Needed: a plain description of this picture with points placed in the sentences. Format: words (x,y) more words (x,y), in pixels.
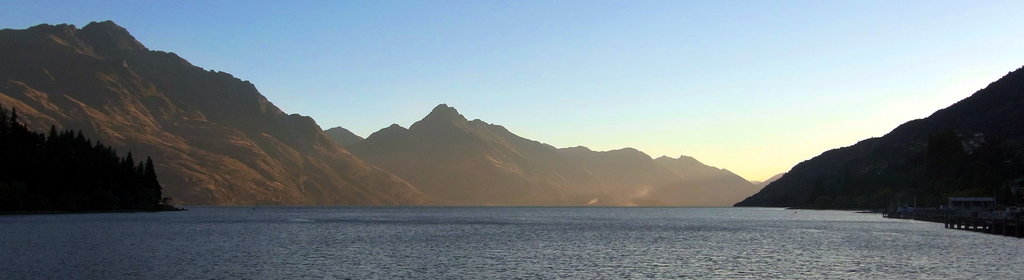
It is a beautiful scenery there is a sea (852,222) and around the sea (880,219) there are many mountains (384,165) and in the right side (941,212) there is a small bridge (976,218) beside the sea (677,220).
